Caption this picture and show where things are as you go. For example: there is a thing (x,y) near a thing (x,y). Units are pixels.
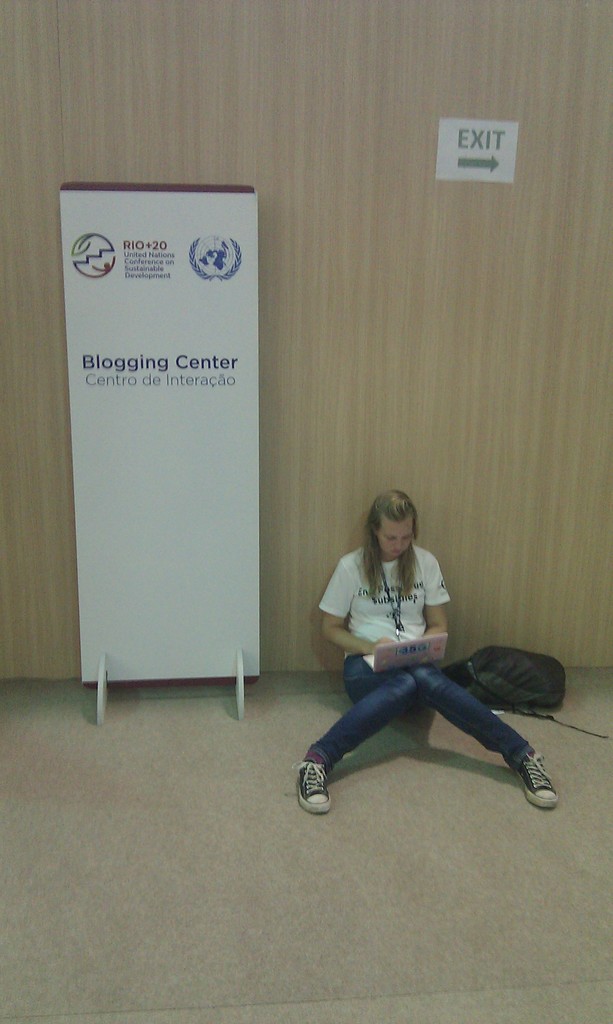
In this image there is a woman (403,609) sitting on the floor (370,757). There is a laptop (411,649) on her lap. Beside her there is a bag (540,682) on the floor (592,690). Behind her there is a wooden wall (292,142). To the left (202,501) there is a board (135,450) near to the wall (315,592). There are logos (205,243) and text (163,360) on the board (182,400).
